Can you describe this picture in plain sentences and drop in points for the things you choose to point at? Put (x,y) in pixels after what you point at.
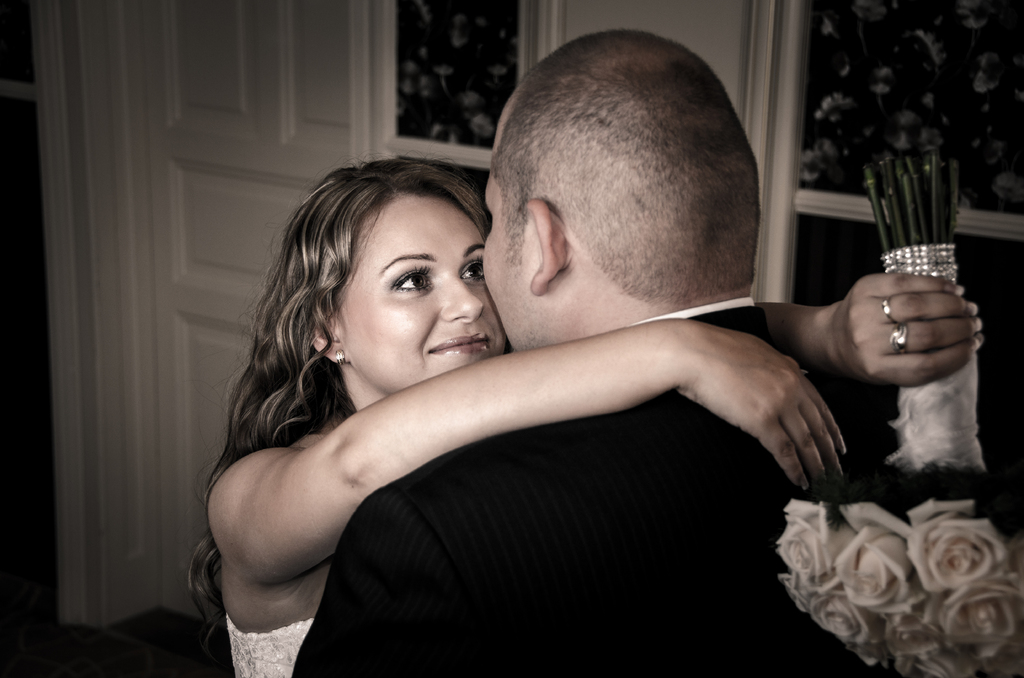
In this image we can see a man (494,481) and a woman (251,383) holding each other. In that the woman (257,349) is holding a flower bouquet (875,584). On the backside (761,252) we can see a door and windows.
